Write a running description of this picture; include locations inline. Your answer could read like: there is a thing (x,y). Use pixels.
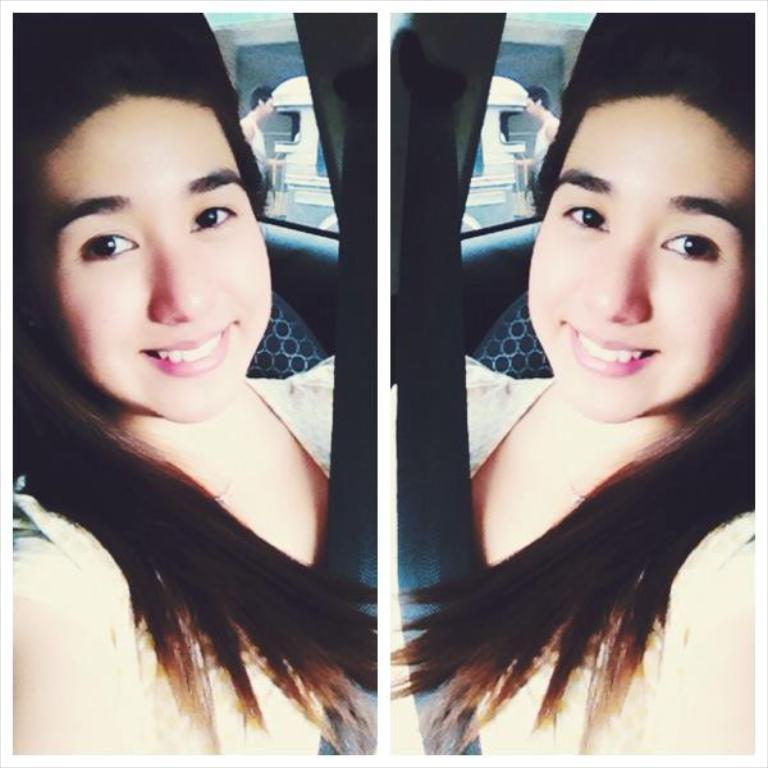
There are two images. In the first image, there is a woman (163,326) smiling and sitting on the seat (308,351) of a vehicle (298,258) which is having glass window (275,183). Through this window (286,32), we can see there is a person (259,92) standing near a vehicle (298,137). And the second image is mirror image of the first image.
